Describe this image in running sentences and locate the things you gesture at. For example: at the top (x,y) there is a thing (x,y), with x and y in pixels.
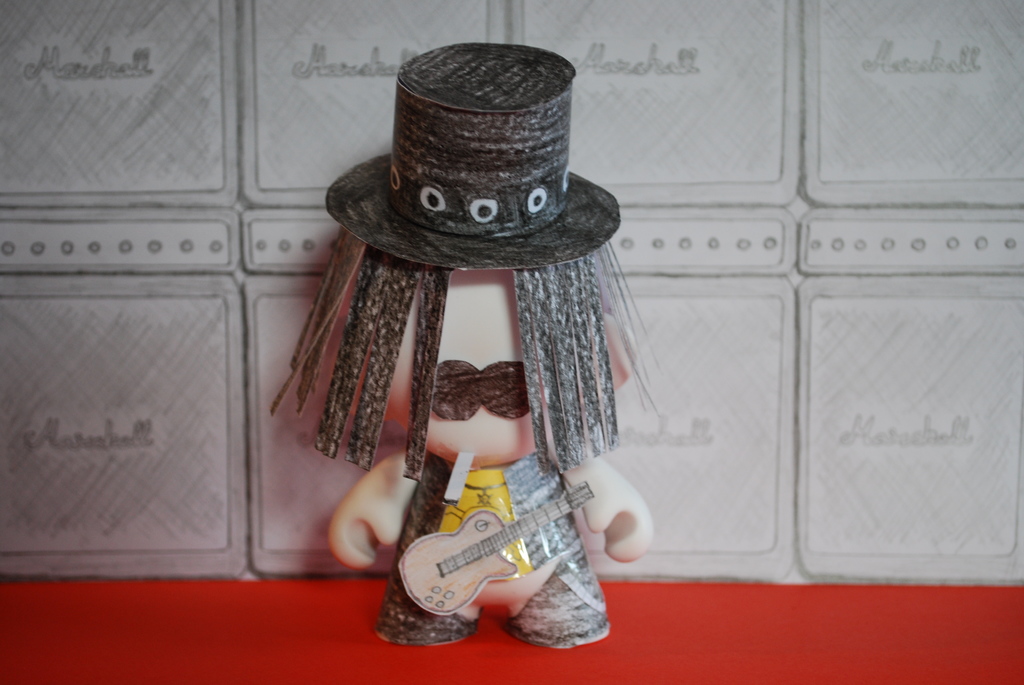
In this image we can see a toy (477,555) placed on the table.
